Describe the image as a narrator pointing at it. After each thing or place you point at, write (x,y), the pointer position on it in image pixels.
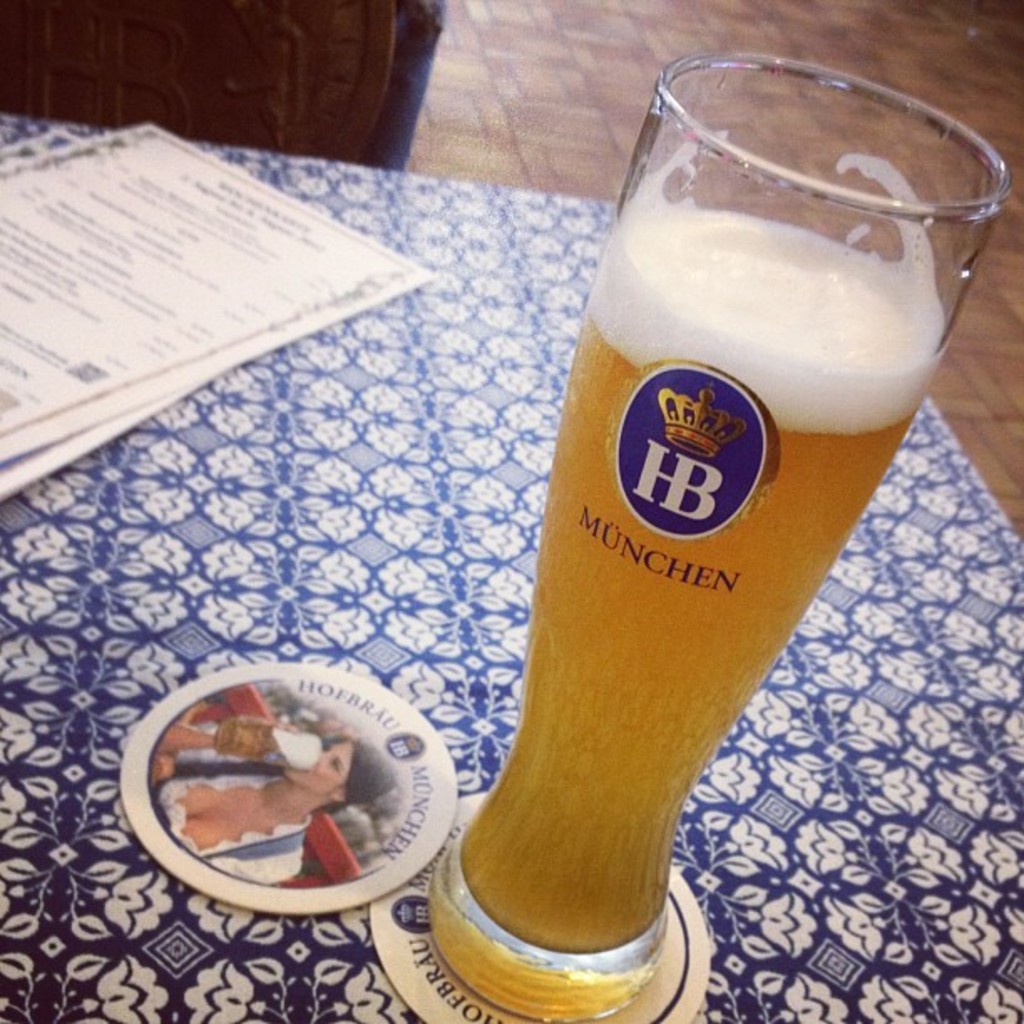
In this image there is a glass (799,522) filled with drink (816,469) in it. Glass (902,409) is kept on the table (461,525) having few papers (248,311) and coasters (197,760) on it. Behind the table (442,203) there is an object (282,76) on the floor (439,108).
